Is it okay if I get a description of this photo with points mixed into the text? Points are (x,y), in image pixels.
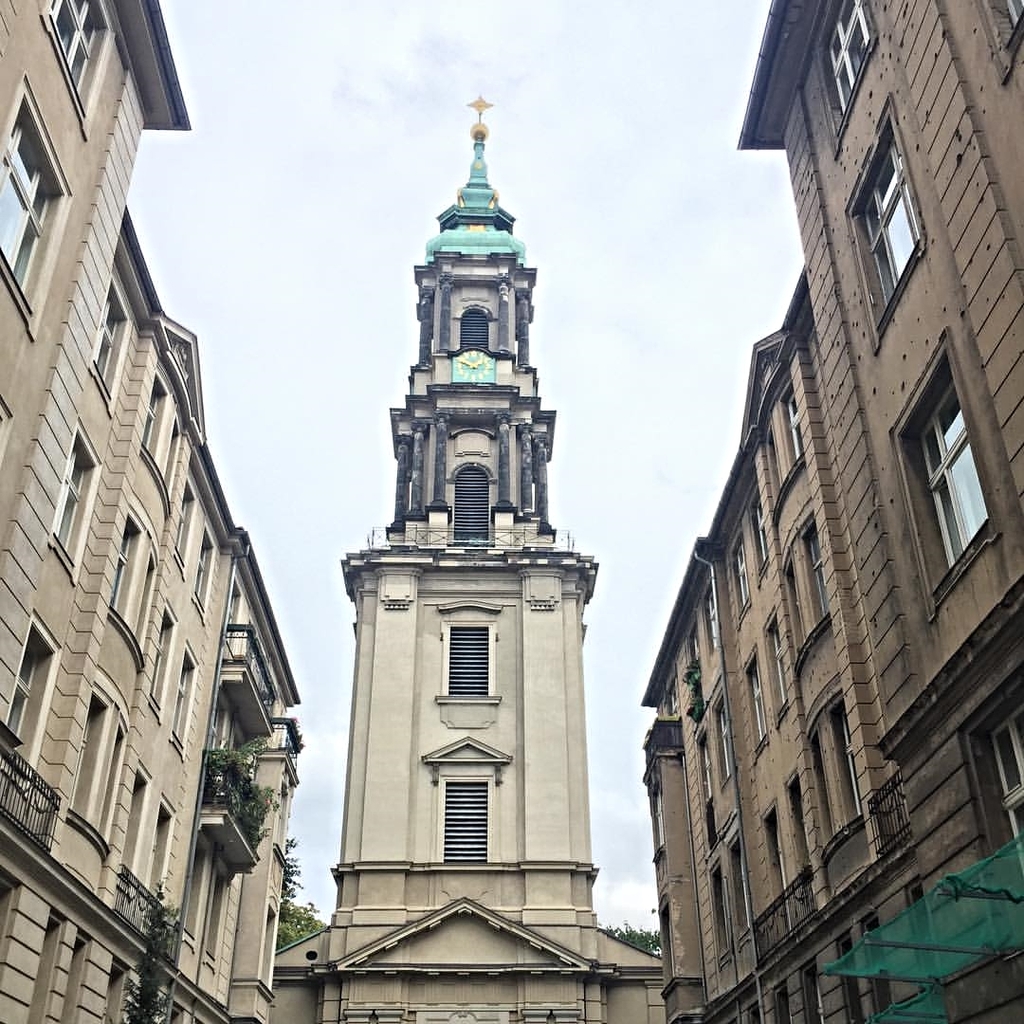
On the left side (112,664), there is a building (263,698) which is having windows (165,820). On the right side (925,515), there is another building (821,527) which is having windows (898,247). In the middle of this image (530,431), there is a tower (468,979). In the background (572,133), there are trees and there are clouds (667,617) in the sky (442,42).
